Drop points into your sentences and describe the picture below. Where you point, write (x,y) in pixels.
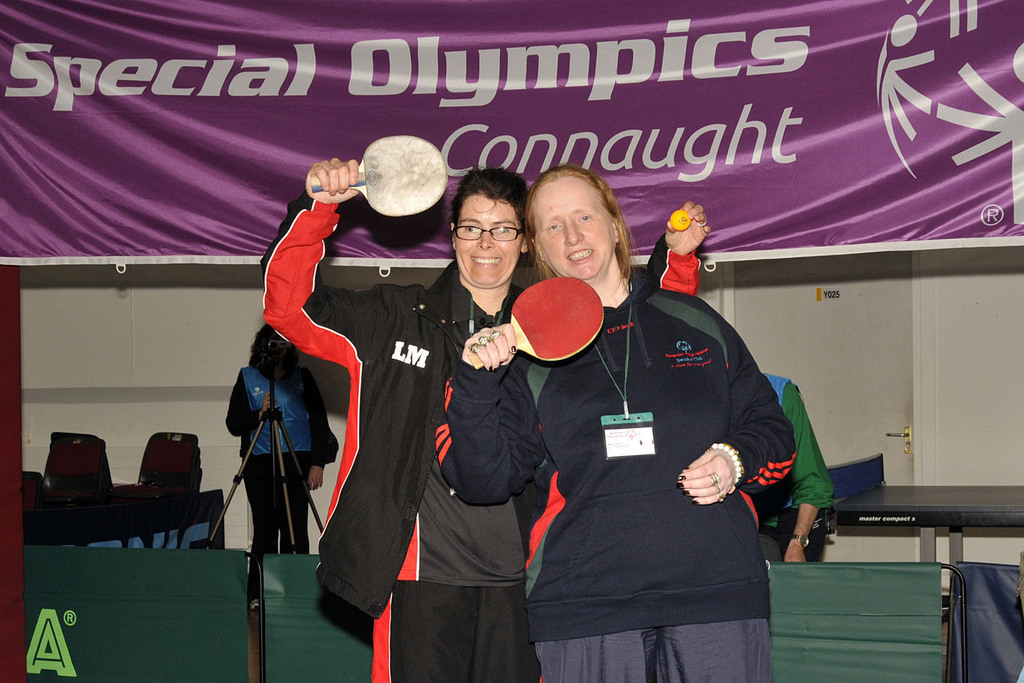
In this picture there are two women (584,265) who are holding tennis bats (550,341) and ball (681,217) in their hands (689,234). There is another woman (261,383) holding a camera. There is tennis table (918,526) and a banner (545,73) at the background (514,135).
